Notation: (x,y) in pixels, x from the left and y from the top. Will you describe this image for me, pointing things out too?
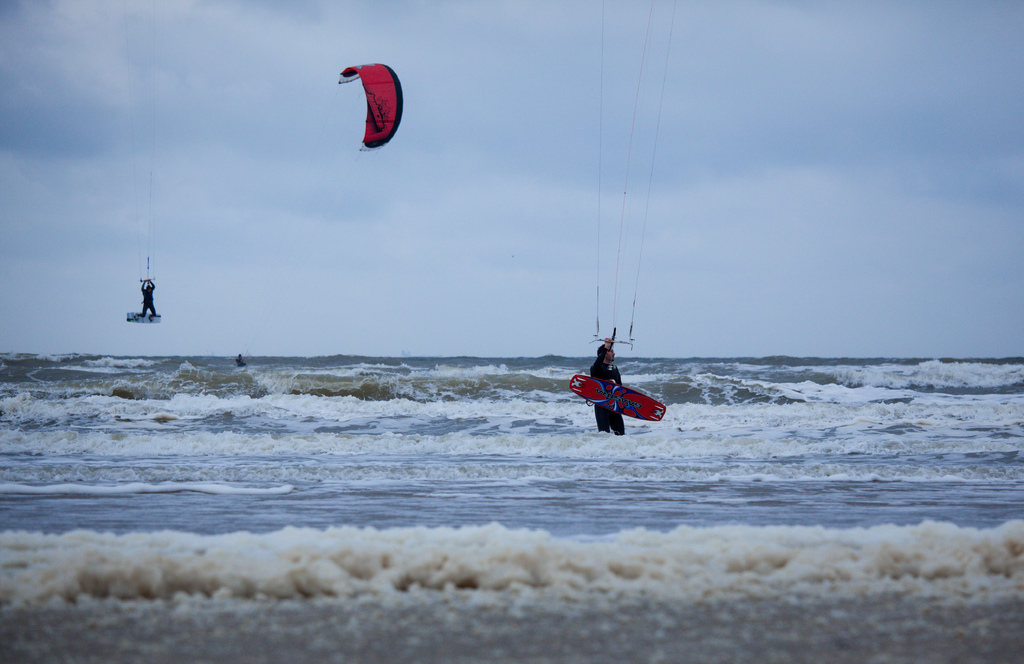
In this picture we can see a person (144,285) kite surfing and a man (604,358) holding a surfboard (616,385) with his hand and standing in water (444,427) and in the background (395,246) we can see the sky (472,136) with clouds (441,145).
